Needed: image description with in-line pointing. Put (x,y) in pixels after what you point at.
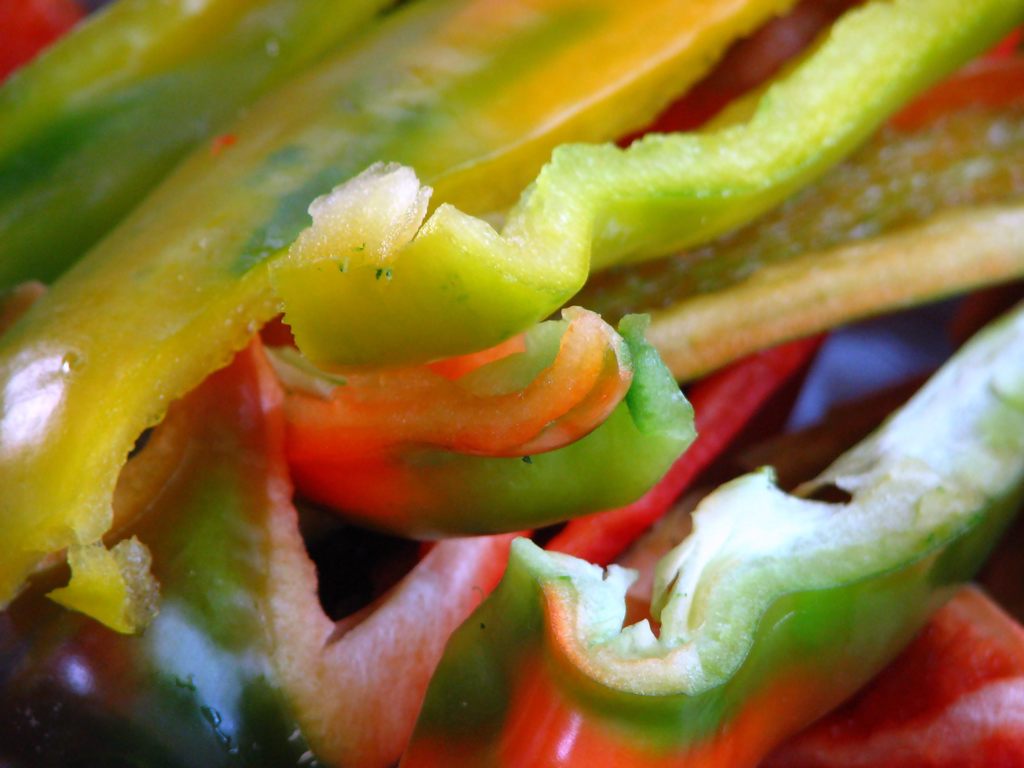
In this image there are pieces of capsicum (560,407).
